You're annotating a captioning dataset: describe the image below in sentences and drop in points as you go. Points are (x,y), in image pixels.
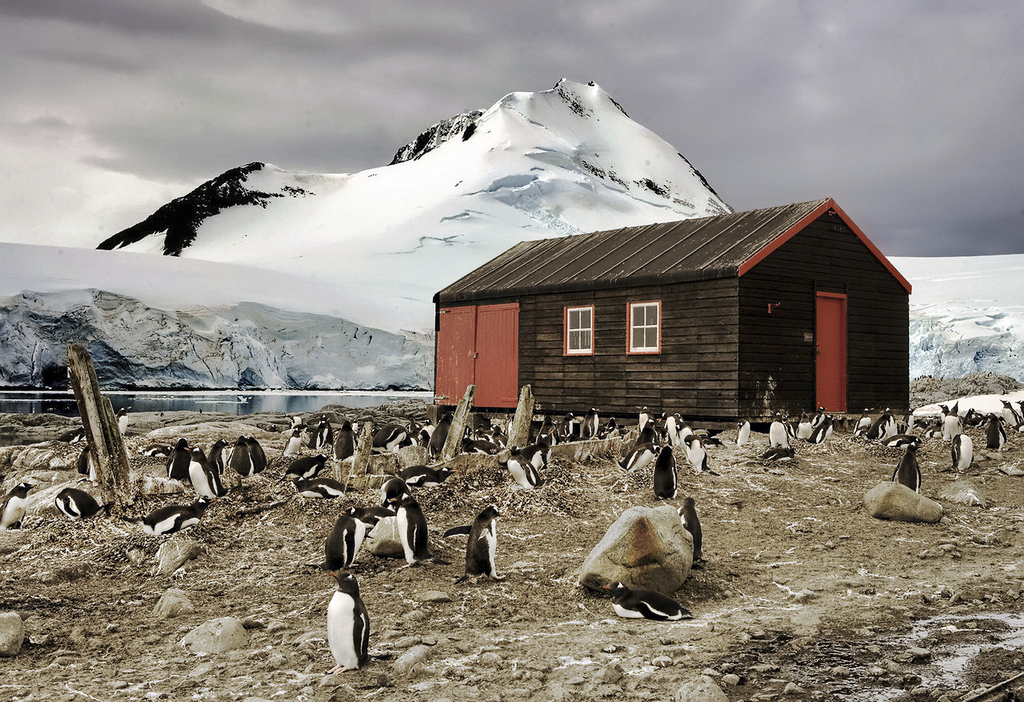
In this picture we can see a group of penguins (914,483) on the ground (558,587), stones (874,492), rocks (43,460), water (271,409), snow (479,245), mountains (575,229), house (600,290) with windows (584,314) and doors (440,327) and in the background (299,73) we can see the sky (171,118) with clouds (158,105).
